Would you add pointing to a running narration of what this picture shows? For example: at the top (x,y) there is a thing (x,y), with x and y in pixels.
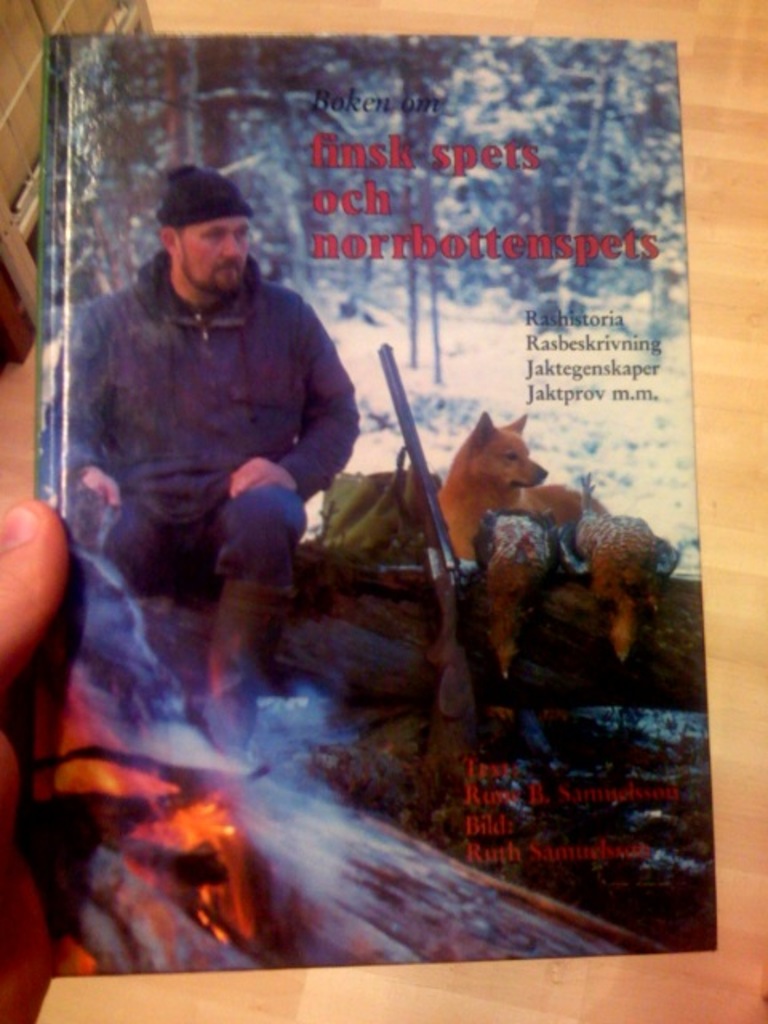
In this image I can see a human hand (37,533) holding a book (80,798). On the cover page (158,658) of the book (189,260) I can see a person (208,432), few animals (499,508), few trees (437,232) and a gun (393,392). I can see the brown colored floor (729,81).
